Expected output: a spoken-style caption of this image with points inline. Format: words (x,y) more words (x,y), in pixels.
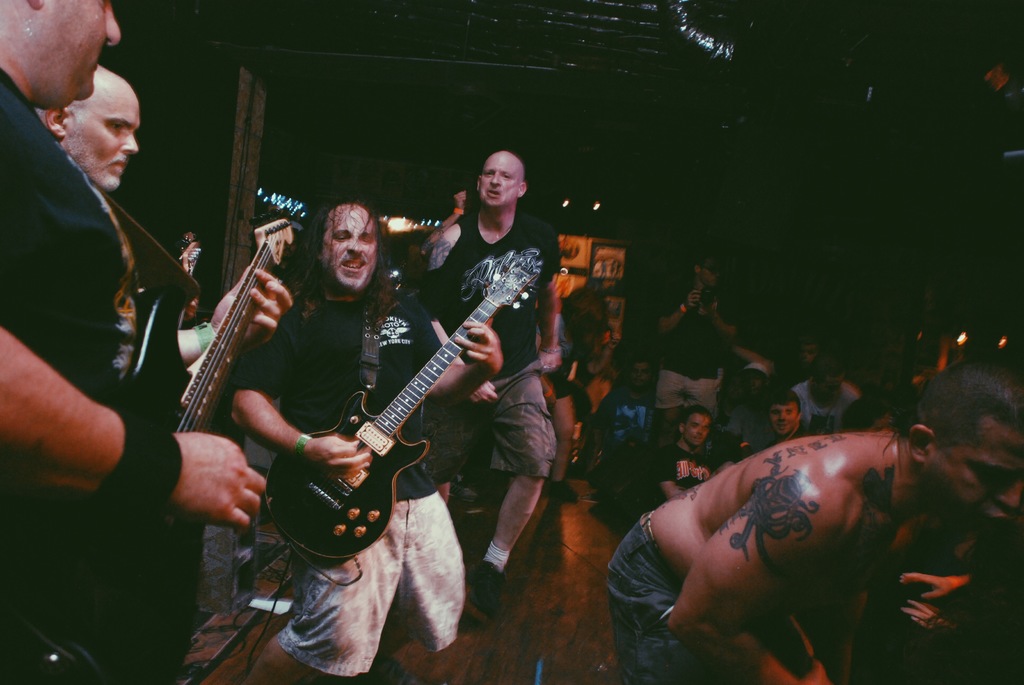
In this image, In the left side (153,591) there are some people (279,386) standing and holding the music instruments (415,383) and in the right side (776,665) there is a man (813,650) standing and in the background (710,437) there are some people (711,373) sitting on the ground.
